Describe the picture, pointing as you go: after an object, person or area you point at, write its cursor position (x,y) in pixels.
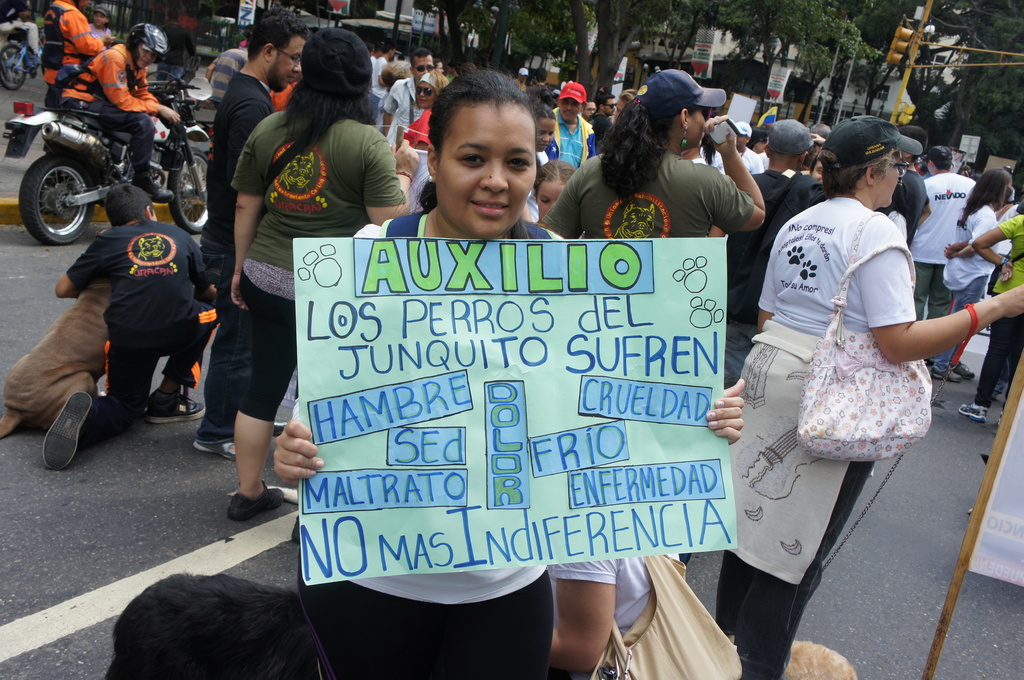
In the image there is woman (473,230) holding a banner (693,454) and on back side there is a huge crowd (363,144), this looks like a strike going and on the left side (69,199) corner there is a motorcycle (116,174).
